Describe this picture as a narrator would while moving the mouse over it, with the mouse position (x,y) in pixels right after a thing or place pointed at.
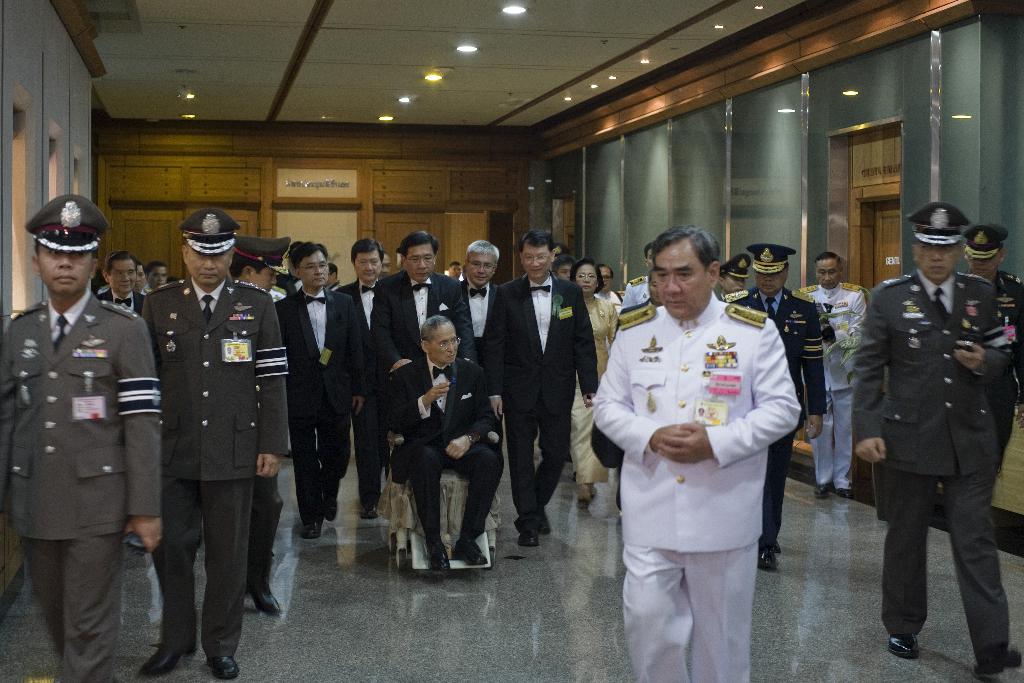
In this image there are people (503,337) walking, in the middle (483,437) there is a person (422,424) sitting on a wheelchair (408,506), in the background (223,208) there are walls (544,173).
